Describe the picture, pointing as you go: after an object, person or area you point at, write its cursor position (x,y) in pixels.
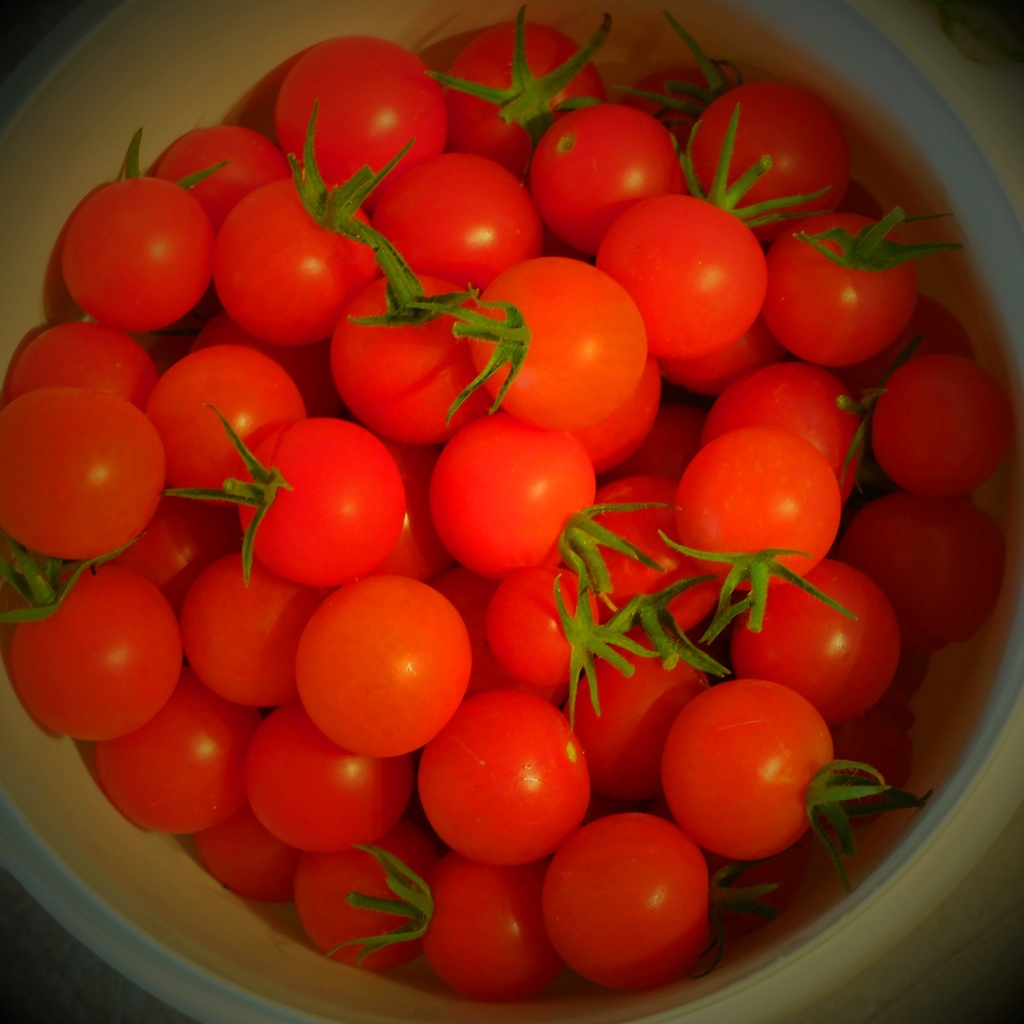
In this picture I can observe vegetables (569,507). These are looking like tomatoes (391,543). These tomatoes (246,719) are placed in the bowl (52,129).
